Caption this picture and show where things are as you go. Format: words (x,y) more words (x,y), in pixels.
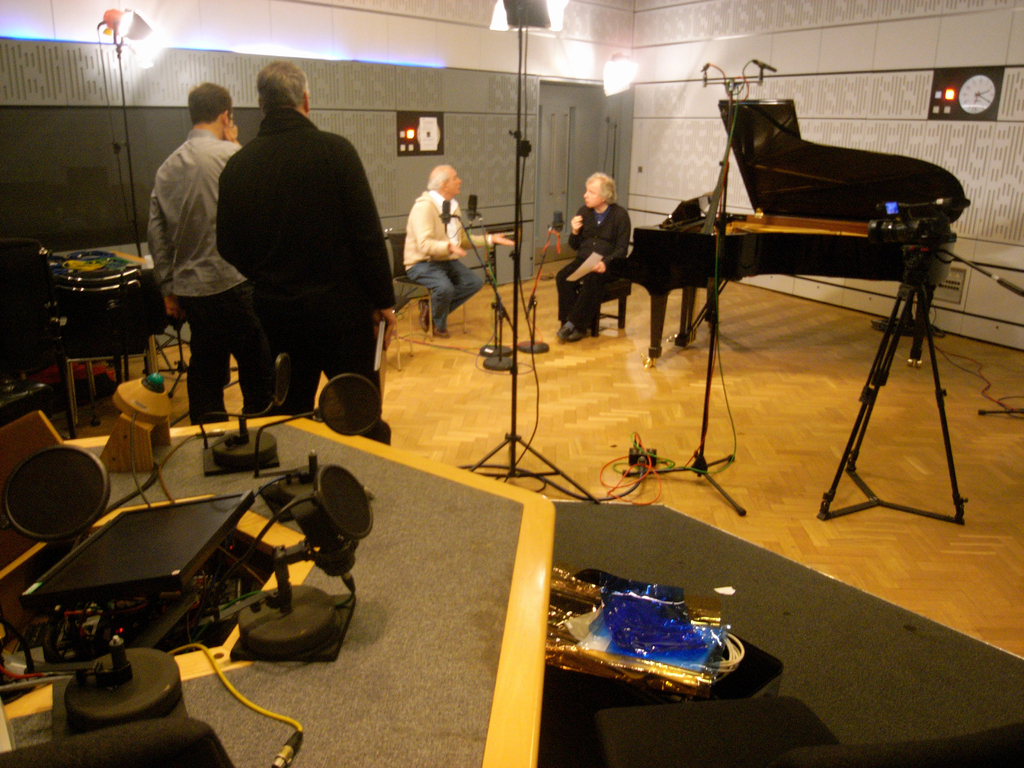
In this picture I can see couple of them standing and couple of them sitting on the chairs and I can see microphones (449,215), few lights (533,12) and I can see a piano (859,179) and drums (126,310) on the left side (83,299). I can see a monitor (144,541) and couple of microphones (74,501) on the table (99,521) and I can see couple of clocks (972,108) on the walls (826,140).
